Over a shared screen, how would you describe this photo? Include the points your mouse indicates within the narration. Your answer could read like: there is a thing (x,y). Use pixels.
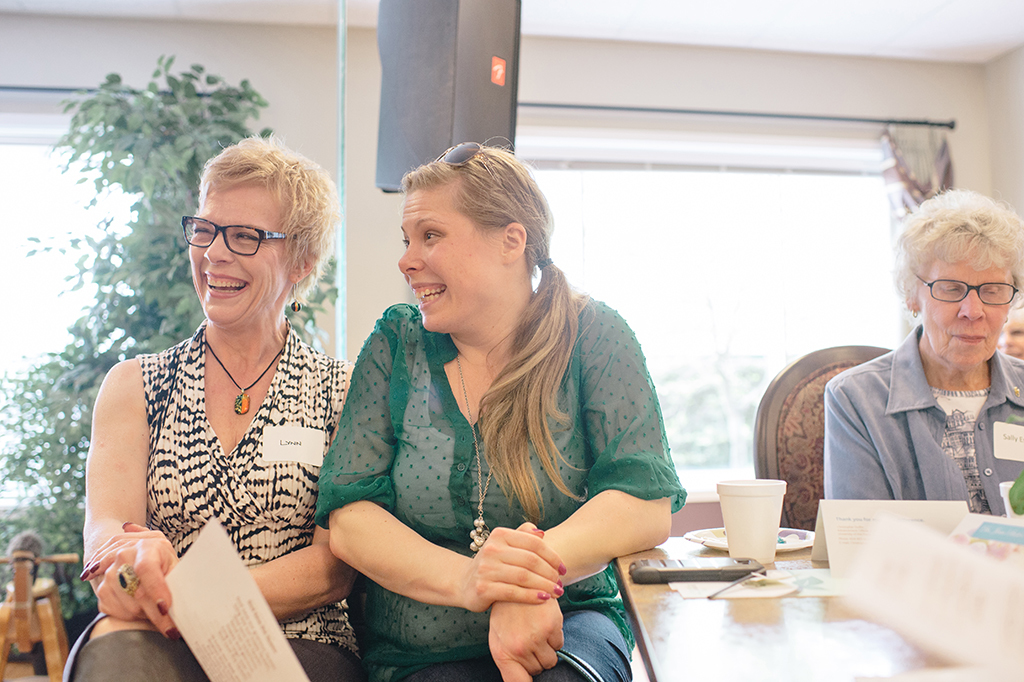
In the image I can see two women (502,221) and they are smiling. I can see a woman (263,226) on the left side (287,277) is holding a paper (263,661) in her right hand (142,583). I can see a plant (154,290) on the left side (170,235). I can see a mobile phone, a plastic glass (778,524) and papers (888,596) are kept on the wooden table (826,622) which is on the bottom right side (814,610). There is another woman (1007,439) sitting on the chair (864,353) and she is on the right side (785,381). This is looking like a speaker (432,107) at the top of the picture (503,104). In the background (678,163), I can see the glass window (787,255) and curtain (898,189).
